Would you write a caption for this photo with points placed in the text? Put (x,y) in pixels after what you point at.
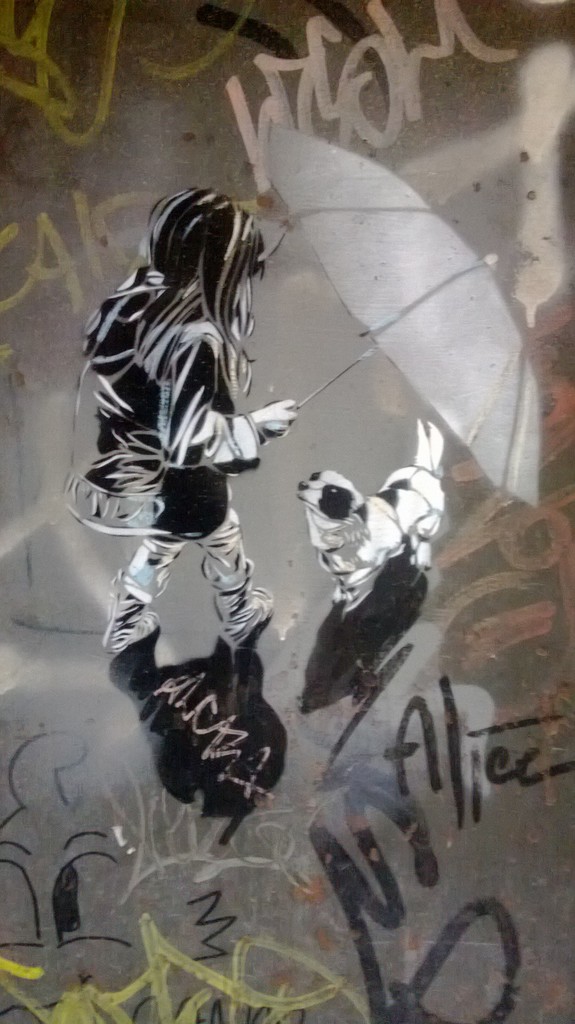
This picture consists of a graffiti (166,336). In the middle (192,424), we see the sketch (166,514) of the girl (153,476) who is holding an umbrella (418,366). Beside her, we see a dog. We see some text (226,776) written on the wall (53,548).
